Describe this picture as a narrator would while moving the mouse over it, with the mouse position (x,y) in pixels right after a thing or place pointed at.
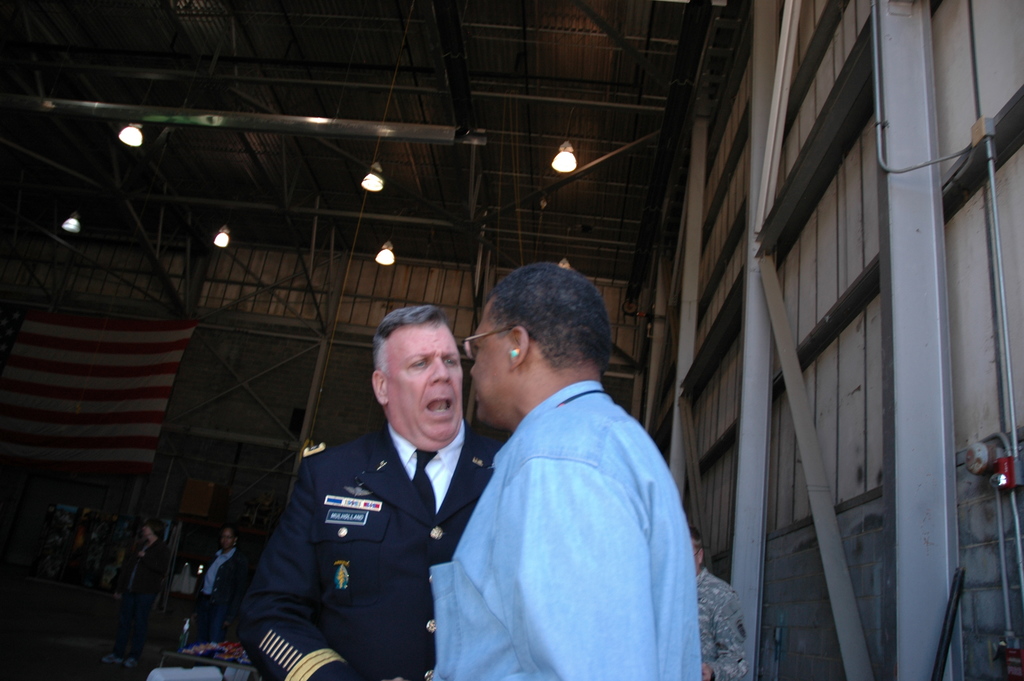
In this image we can see two persons (322,499) in the foreground (331,507). Behind the persons (367,535) we can see few more persons (161,549) and a flag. At the top (509,123) we can see a roof (342,85) and lights (570,169). On the right side (889,262), we can see a wall (853,492) and a few objects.
